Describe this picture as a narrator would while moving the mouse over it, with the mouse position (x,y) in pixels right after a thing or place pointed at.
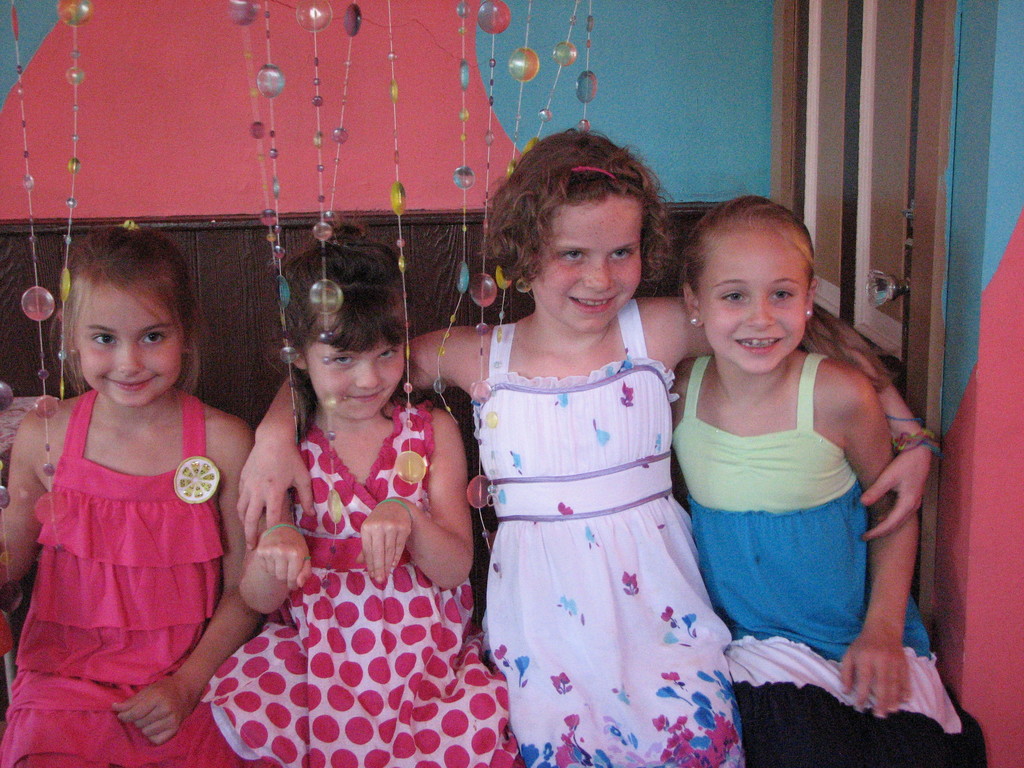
In this image we can see group of children (263,470) are sitting, and smiling, there are hangings (44,390), at back (351,172) there is a wall (476,116), here is the door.
